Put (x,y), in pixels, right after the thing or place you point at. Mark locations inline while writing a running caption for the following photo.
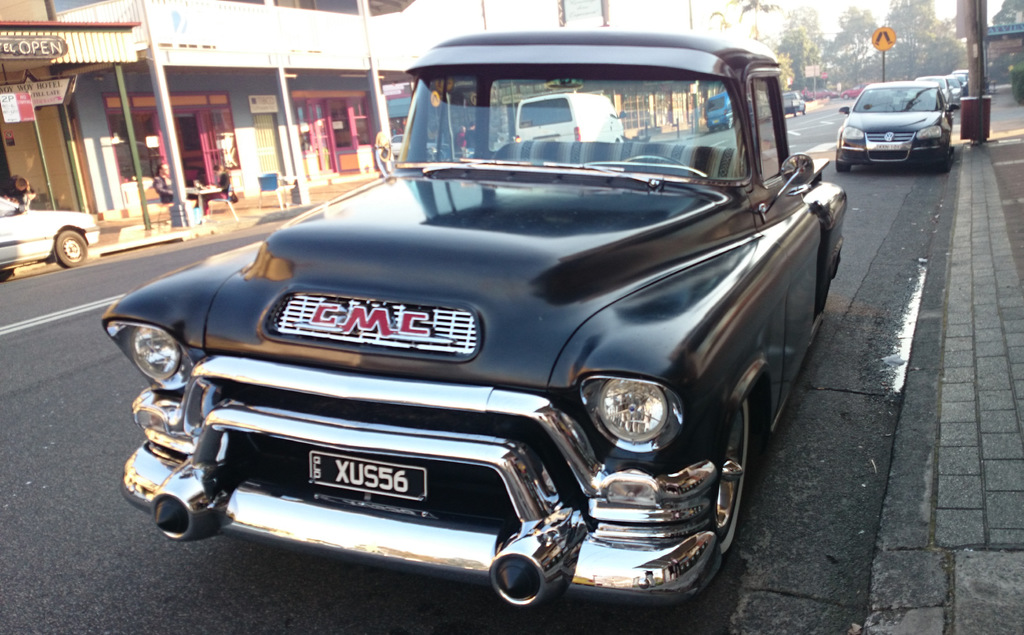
The picture is taken outside a city (250,118), on the streets (846,364). In the foreground of the picture (668,501) on the road (75,340) there are cars (662,158). On the left (176,93) there are buildings (172,109), tables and chairs (230,187). On the right (916,499) there is a footpath (997,141), pole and plant (1012,74). In the background (877,45) there are trees (845,45) and sign boards (881,45).
